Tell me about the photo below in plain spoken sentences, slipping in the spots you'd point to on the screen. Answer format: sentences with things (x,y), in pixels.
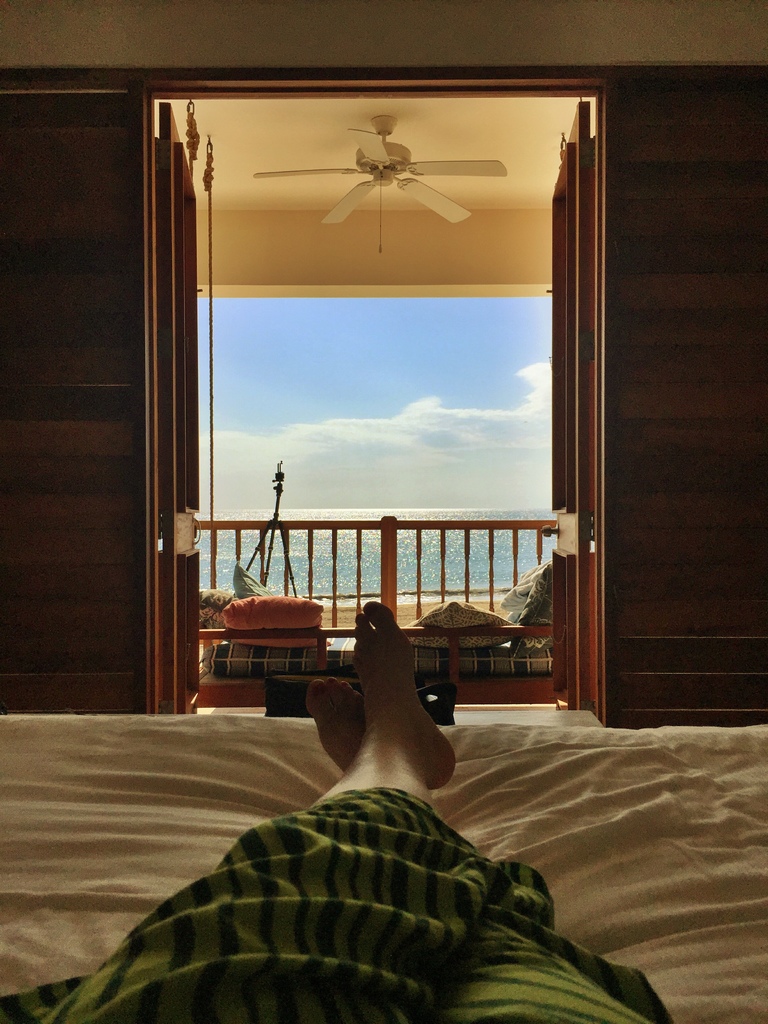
In this picture we can see a person (377,834) is lying on the bed (546,852), in the background (462,690) we can find a sofa (471,682), fence (360,545), fan (437,169), water (331,547) and clouds (384,482).
